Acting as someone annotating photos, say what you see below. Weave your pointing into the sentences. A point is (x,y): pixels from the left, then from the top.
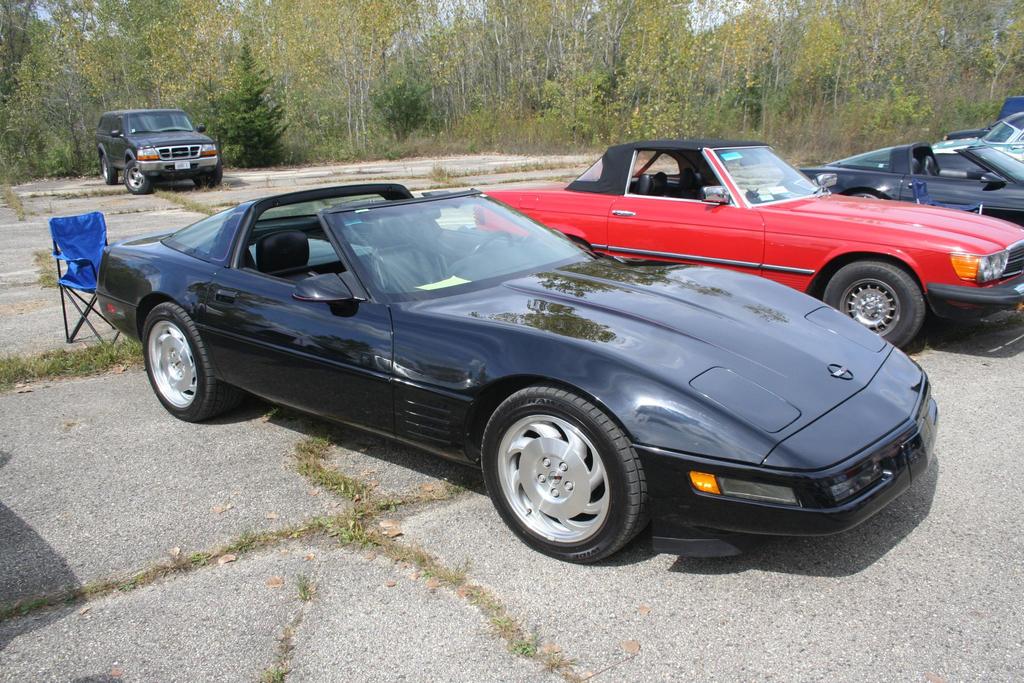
This picture might be taken from outside of the city. In this image, in the middle (520,436), we can see few cars (804,356) which are in black and red color. On the right side (1008,158), we can also see two vehicles (971,171). On the left side (73,266), we can see a chair (82,220) which is in blue color. In the background (234,136), we can see a car (131,156) and some trees (695,95). At the top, we can see a sky (699,31), at the bottom (312,590), we can see a land (303,513) with some stones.
